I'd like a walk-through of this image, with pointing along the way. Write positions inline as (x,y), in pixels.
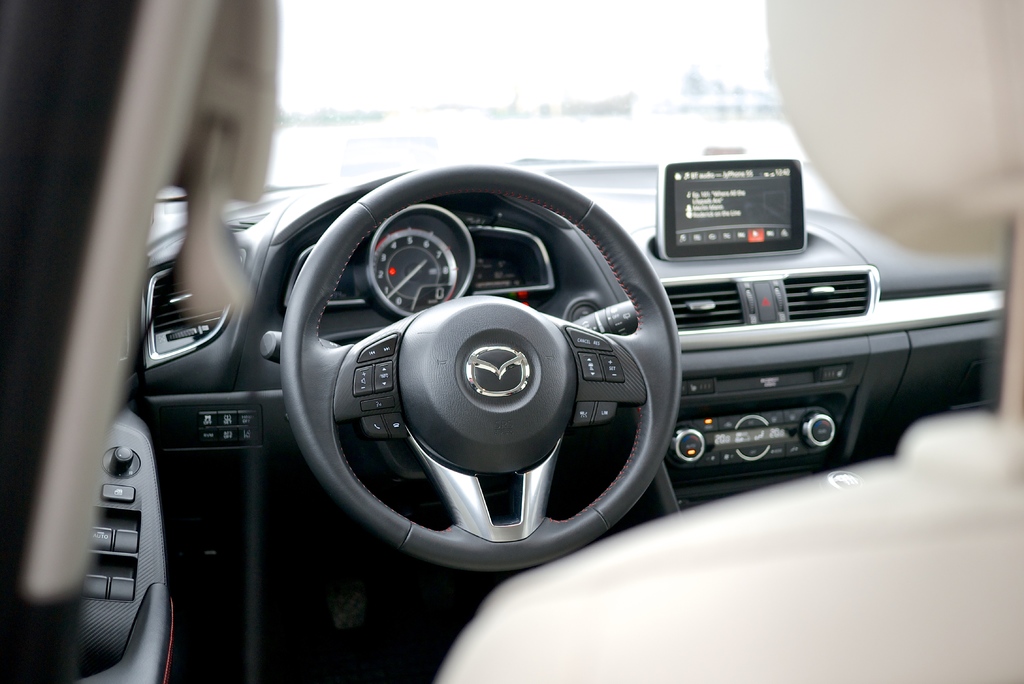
This picture is taken inside the car (604,468). In this image, in the middle (558,372), we can see a steering (646,360). On the right side (971,66), we can see a white color seat (949,599). On the right side (831,285), we can also see an LCD display (666,251) and a music player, air conditioner (721,299) which is in the car (871,373). On the left side (123,464), we can see some switches (135,456) in the car (72,610). In the background (369,38), we can see white color.
